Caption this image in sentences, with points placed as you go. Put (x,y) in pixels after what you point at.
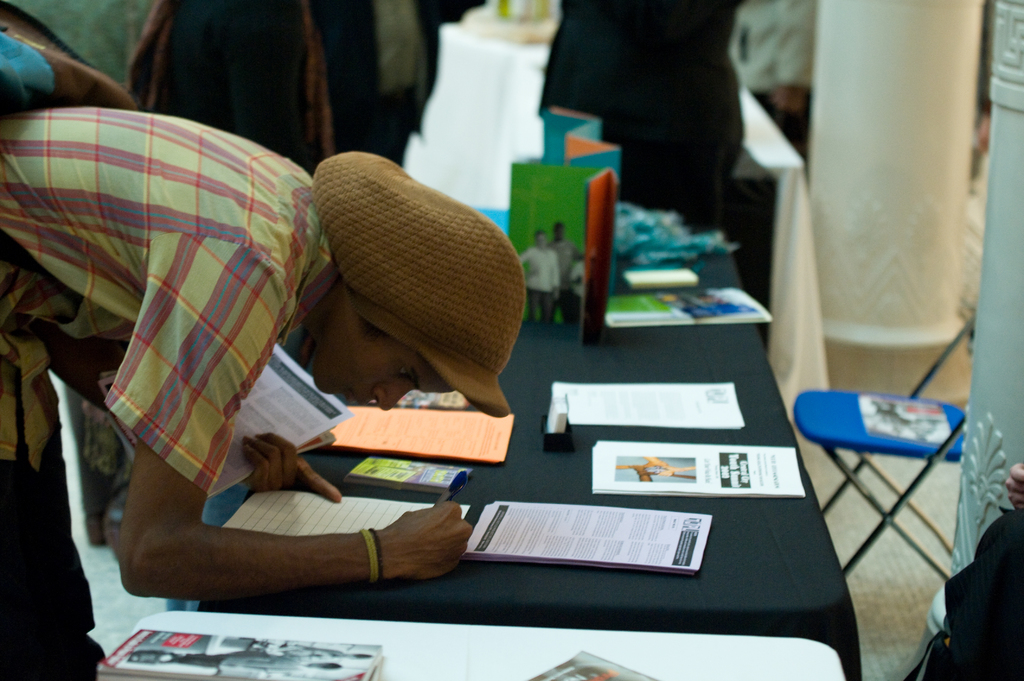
In this image we can see a person (193,321) wearing cap (450,317) is holding books (297,431) and writing with pen (449,494). There is a table (615,437). On the table (664,337) there are many books (408,422) and some other items (473,412). On the right side (884,444) there is a chair (943,452). And there is another table (415,652) with books (303,665). In the background (595,97) it is looking blur. And there are pillars (968,170) on the right side (852,142).
